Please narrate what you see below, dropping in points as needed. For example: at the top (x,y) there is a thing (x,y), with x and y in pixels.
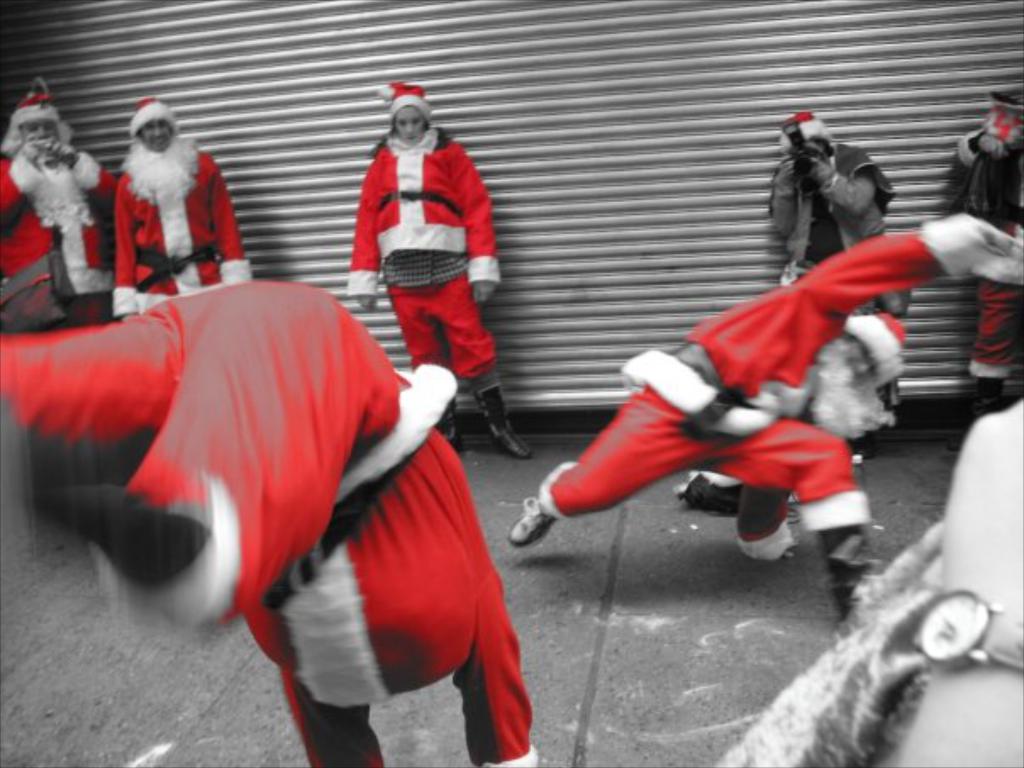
In this image there is a road (549,545). There are two people (325,619) dancing. There are other people (68,274) who are standing at the back side (68,274) and watching. There is a roller shutter (693,233) in the background (546,180).
